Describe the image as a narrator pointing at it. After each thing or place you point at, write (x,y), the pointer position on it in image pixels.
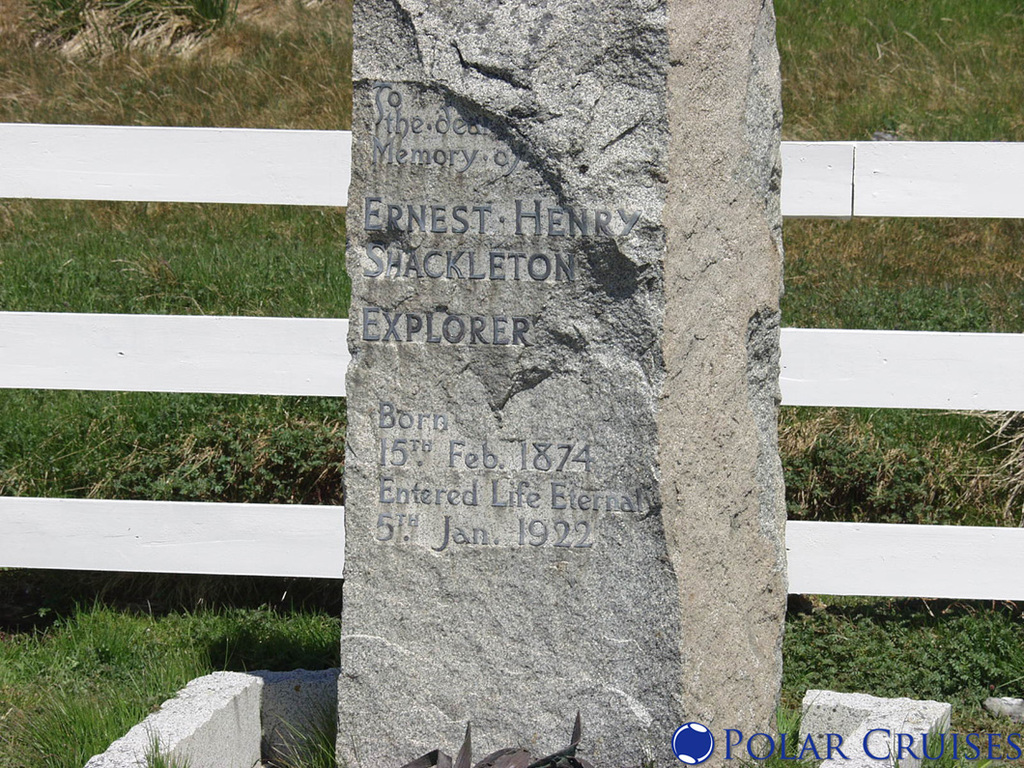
In this image we can see a gravestone (548,357), wooden grill (290,385) and grass (168,427).
